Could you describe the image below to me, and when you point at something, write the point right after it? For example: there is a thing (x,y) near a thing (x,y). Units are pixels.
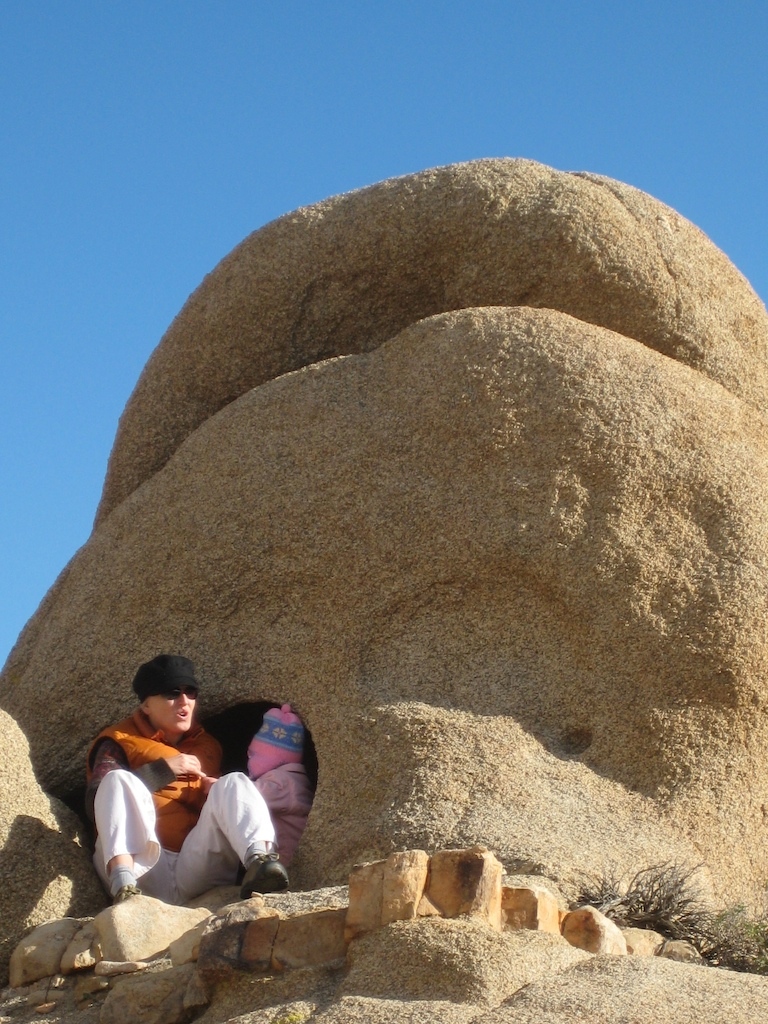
In this picture I can see two persons (235,795) on the left side (221,771), in the middle (348,618) it looks like a rock (454,554). In the background (89,8) I can see the sky (70,542).
